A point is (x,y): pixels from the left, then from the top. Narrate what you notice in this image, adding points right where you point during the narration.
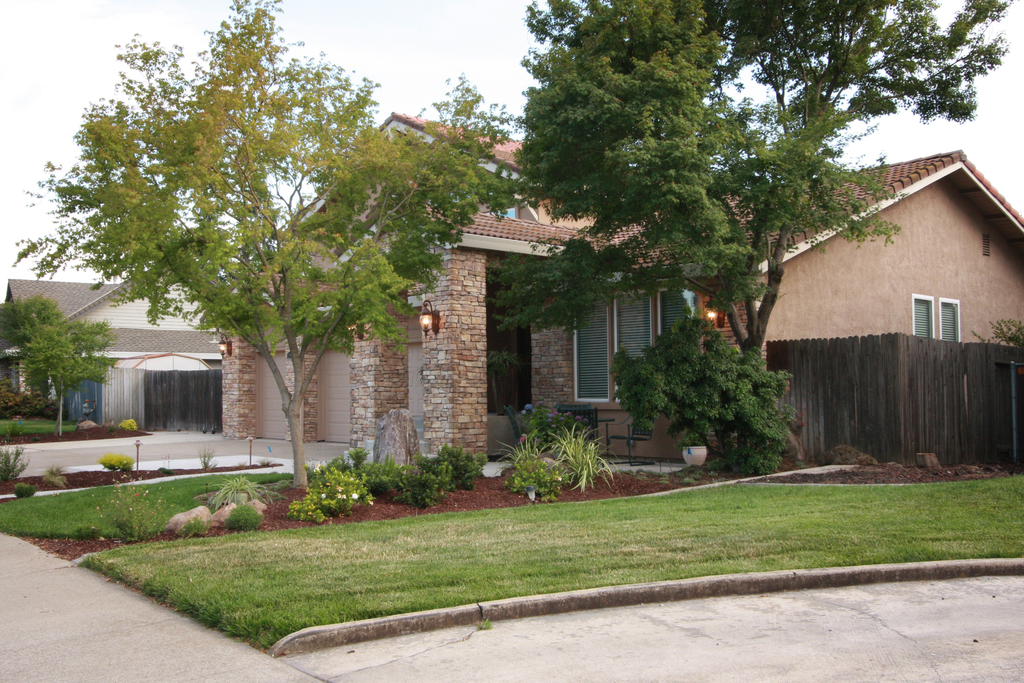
In this image I can see few buildings (512,174) in-front of that there are some trees (175,179) and plants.
